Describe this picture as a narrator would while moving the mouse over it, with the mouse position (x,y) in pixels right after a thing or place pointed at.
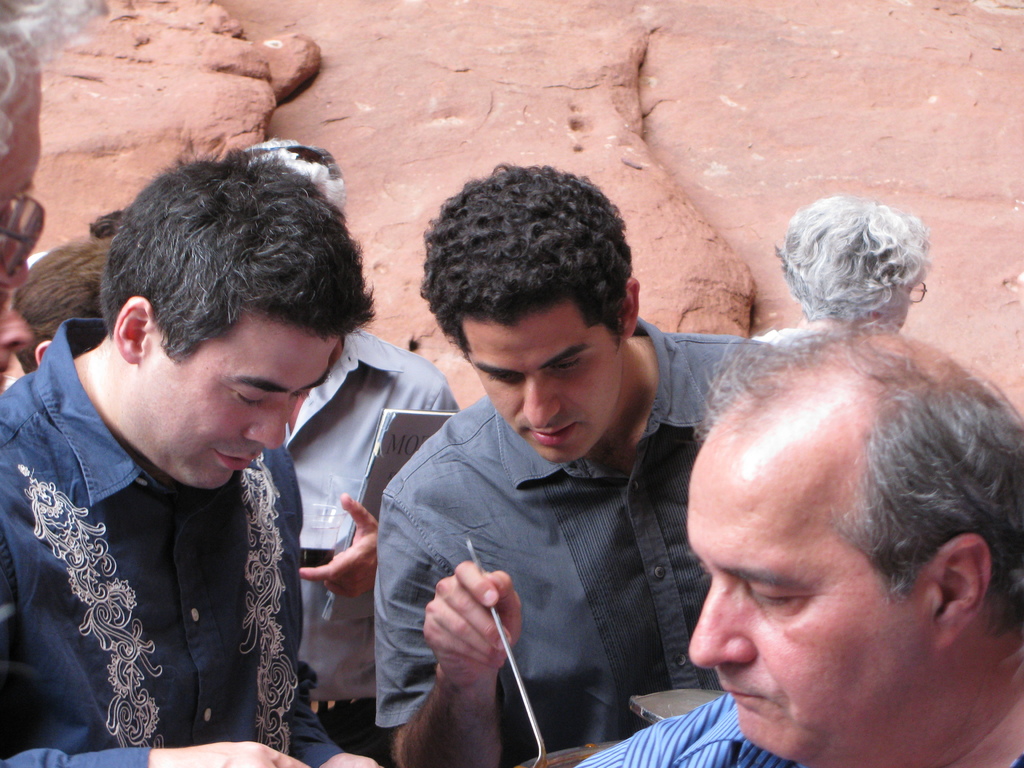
In this picture I can see few people (233,431) are standing and I can see a man (364,533) holding a glass (312,545) and a book (372,495) and I can see another man (498,578) holding a serving spoon (512,668) and looks like a rock (738,138) in the background (799,81).
